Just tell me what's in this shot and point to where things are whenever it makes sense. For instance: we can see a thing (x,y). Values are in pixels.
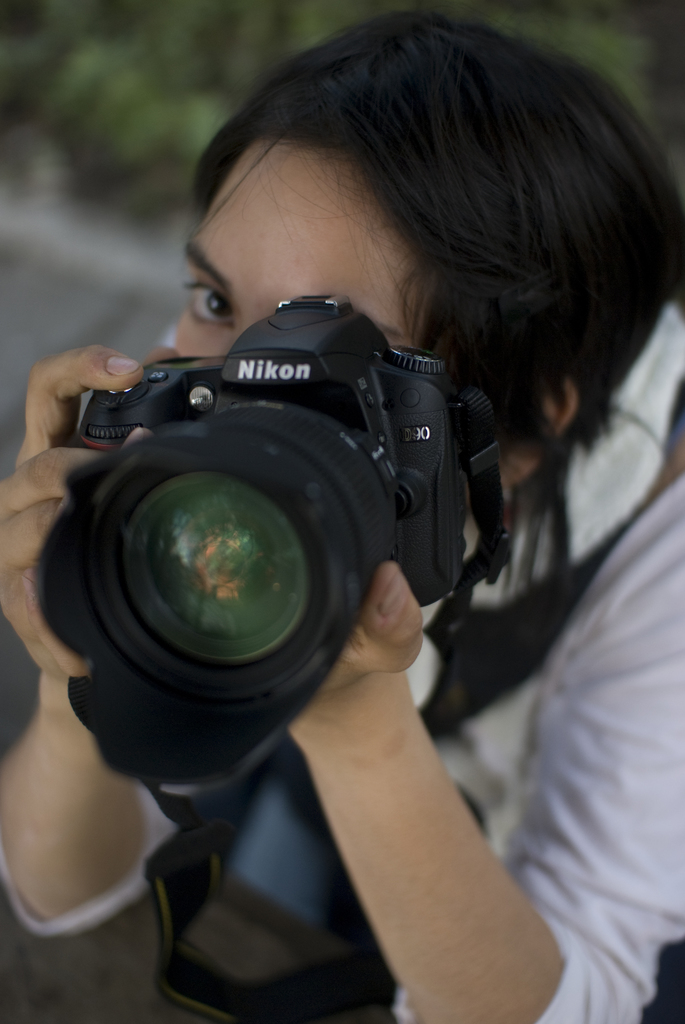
In this image we can see a woman (515,537) holding camera (170,538) in the hands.
